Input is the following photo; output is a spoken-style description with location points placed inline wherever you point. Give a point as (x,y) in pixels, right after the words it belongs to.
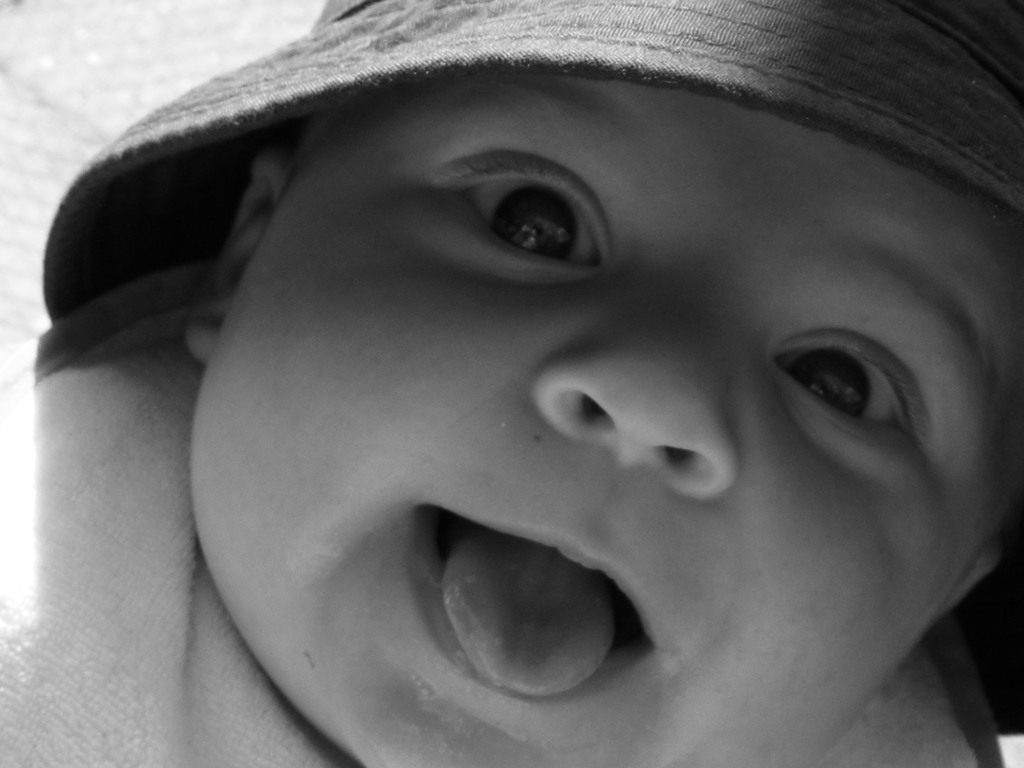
In this picture baby (485,158) showing his tongue (459,542) and wearing a cap (503,51).
